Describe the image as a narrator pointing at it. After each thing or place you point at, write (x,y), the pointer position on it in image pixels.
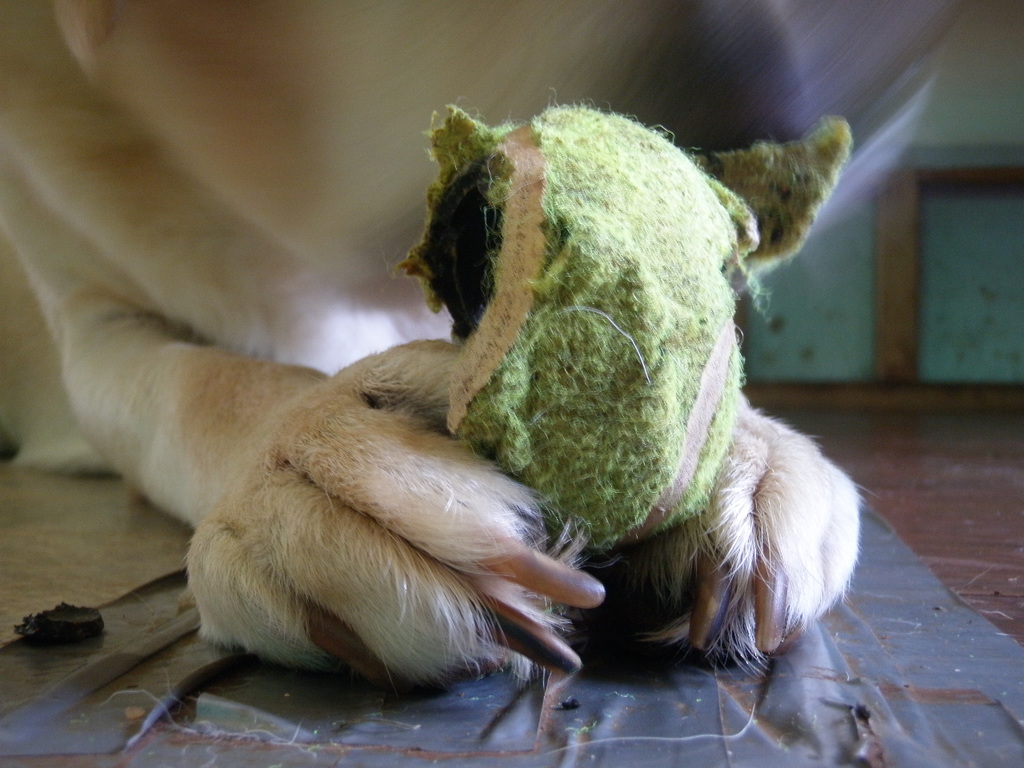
In this picture we can see a dog (405,371) in the front (370,335), there is a ball (630,442) here, in the background (789,385) we can see a wall (959,318).
